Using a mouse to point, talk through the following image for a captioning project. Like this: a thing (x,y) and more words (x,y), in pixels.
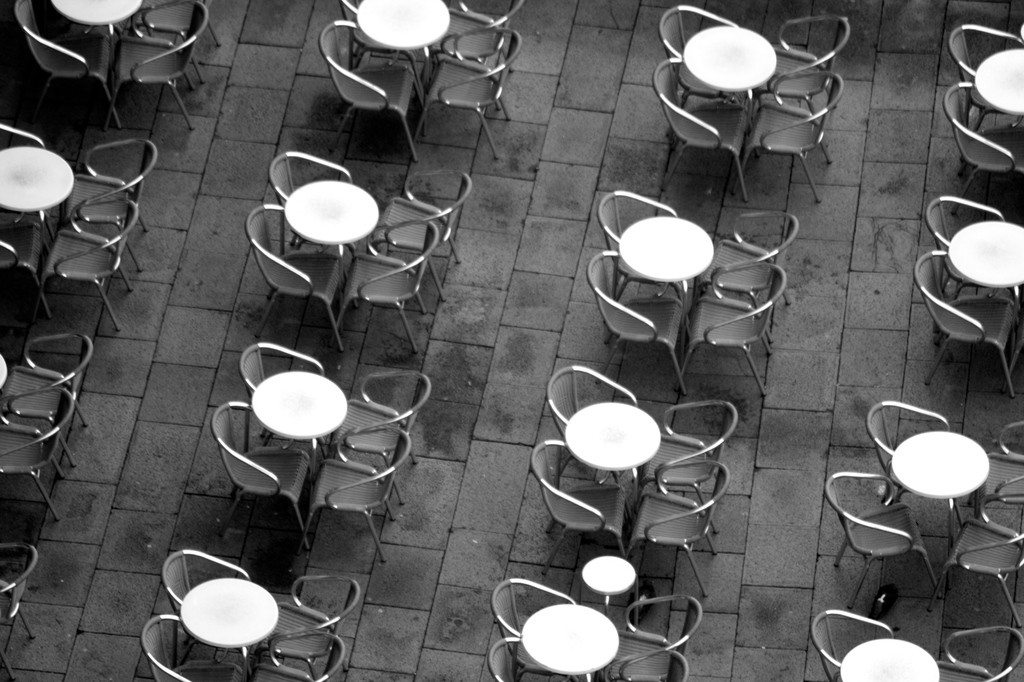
This is a black and white image. In this picture we can see tables (608,450) and chairs (184,8). In the background of the image (356,316) we can see the floor (352,302).
